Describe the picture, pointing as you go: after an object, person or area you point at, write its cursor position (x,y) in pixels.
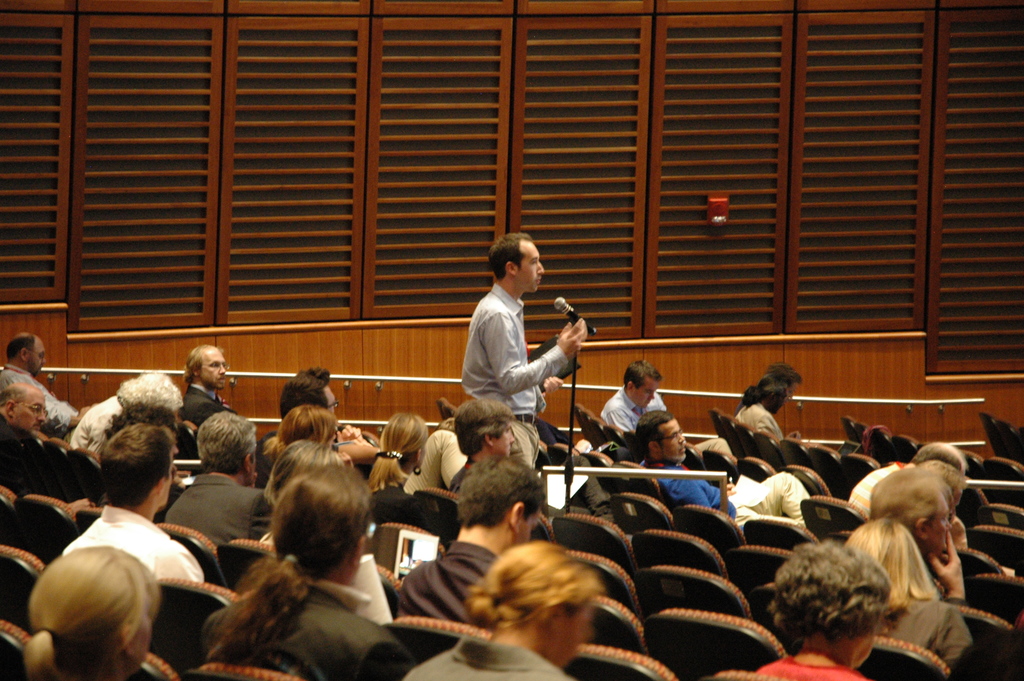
In this picture we can see so many people (355,540) are sitting on the chairs (761,658), one person (522,299) is standing and holding the mike (562,309) beside we can see some wooden windows (348,290).
